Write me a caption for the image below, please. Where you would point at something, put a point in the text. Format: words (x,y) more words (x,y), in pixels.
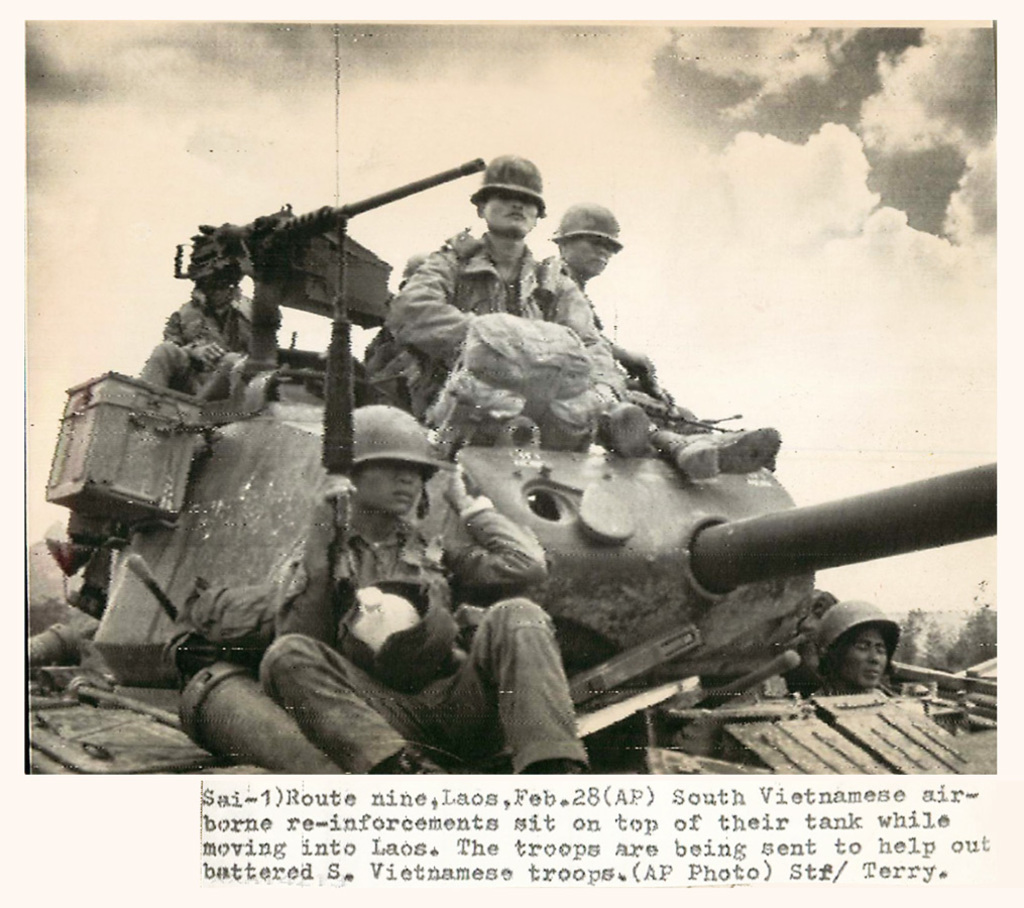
In this image I can see group of people (584,373) and I can also see the military tank (566,537) and the image is in black and white and I can see something written on the image.
